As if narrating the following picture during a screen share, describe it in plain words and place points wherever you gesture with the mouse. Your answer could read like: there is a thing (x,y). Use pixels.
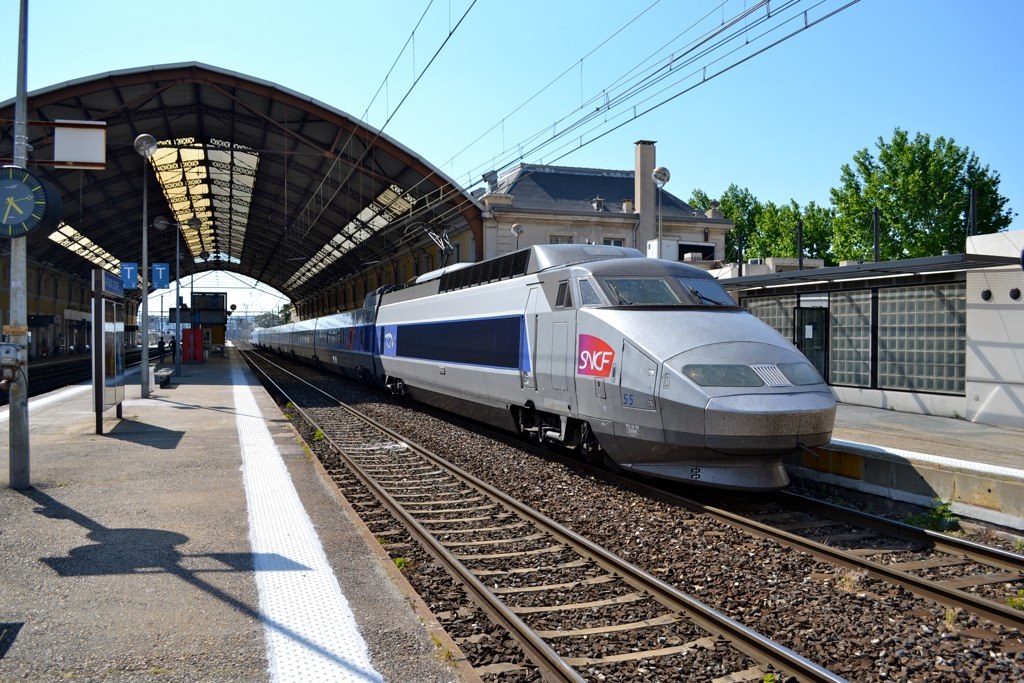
In this image in the center (498,364) there is one train (359,364), and at the bottom (549,562) there is a railway track (540,543). On the right side (905,312) there are some buildings (611,228), trees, and some poles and wall (983,320). On the left side (92,357) there are some poles (23,412) and boards (114,309), and in the center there is ceiling (266,205) and some iron poles (144,336). And also in the background (139,316) there are some other objects (156,342), at the bottom (186,609) there is a footpath (196,408). At the top of the image (309,73) there is sky (364,108) and some wires (706,78).
